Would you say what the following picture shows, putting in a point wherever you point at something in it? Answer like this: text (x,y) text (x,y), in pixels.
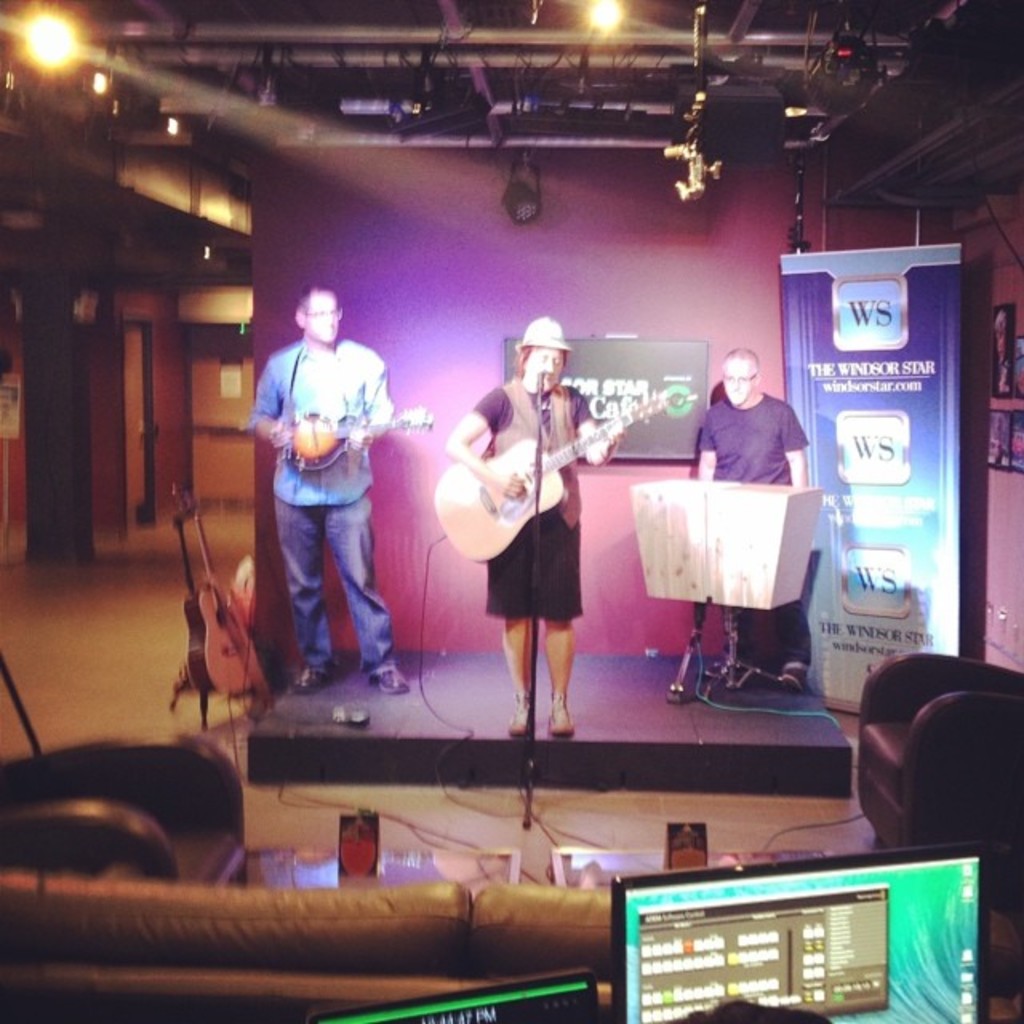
In this image I can see 3 people (560,583) on the stage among them these two people (524,593) are holding musical instruments (482,505) in hands (507,486). Here I can see a microphone (537,590) and some other objects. In the right side (858,459) I can see a banner (898,427) and photos (1010,373) on the wall (1008,404). Here I can see a monitor (779,969), chairs (1013,794) and other objects (221,896). I can also see lights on the ceiling (313,82).
